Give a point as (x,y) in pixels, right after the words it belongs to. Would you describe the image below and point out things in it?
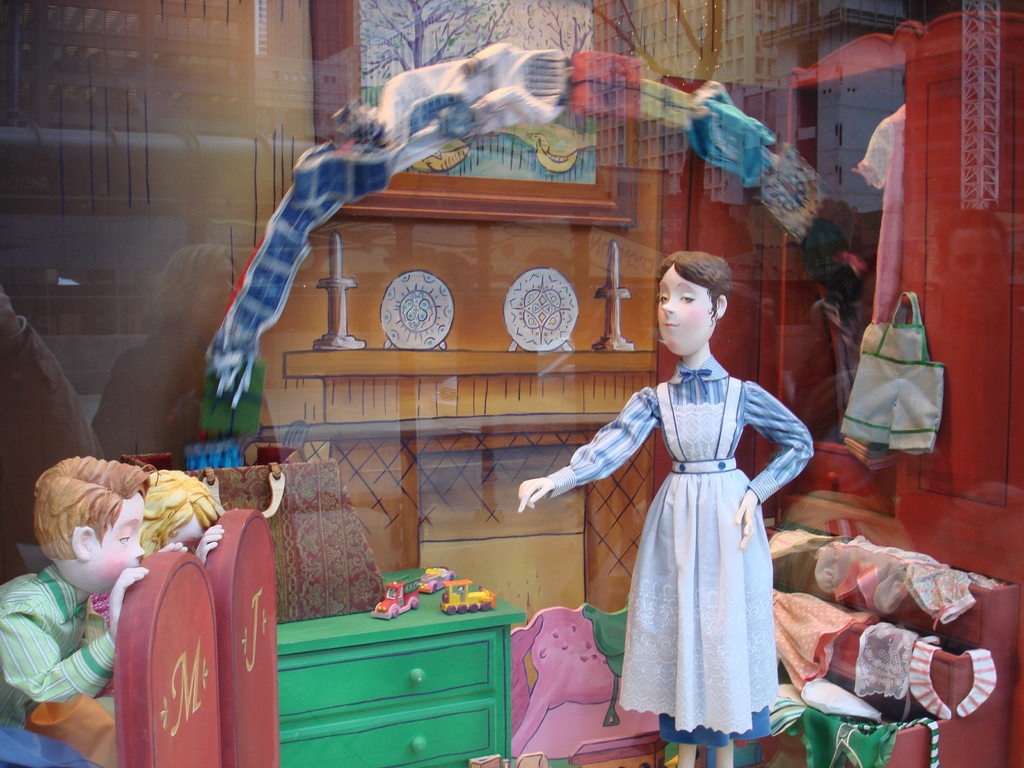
In this image we can see some toys (586,673), also we can see reflections (823,326) of the persons (19,397) on the glass (581,277).
